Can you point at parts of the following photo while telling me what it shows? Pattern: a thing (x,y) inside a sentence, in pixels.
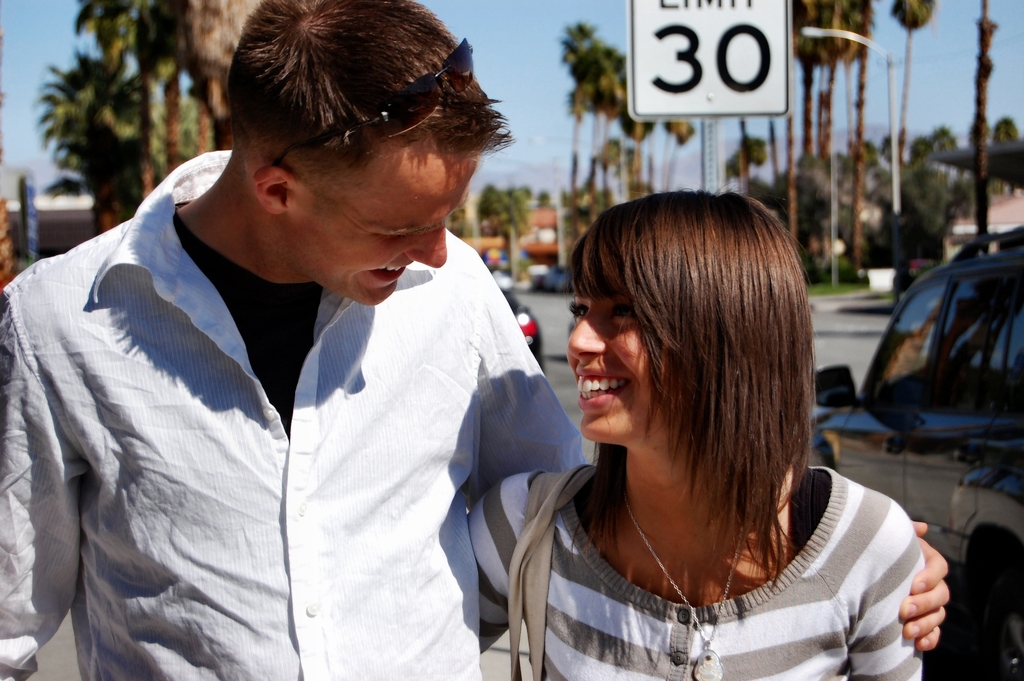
In this image in the front (462,353) there are persons (527,470) standing and smiling. In the background (211,141) there are trees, vehicles (903,345) and there is grass (834,290) on the ground (860,297) and there is a pole (707,141) with some number (705,67) written on it and there are buildings (488,237).
